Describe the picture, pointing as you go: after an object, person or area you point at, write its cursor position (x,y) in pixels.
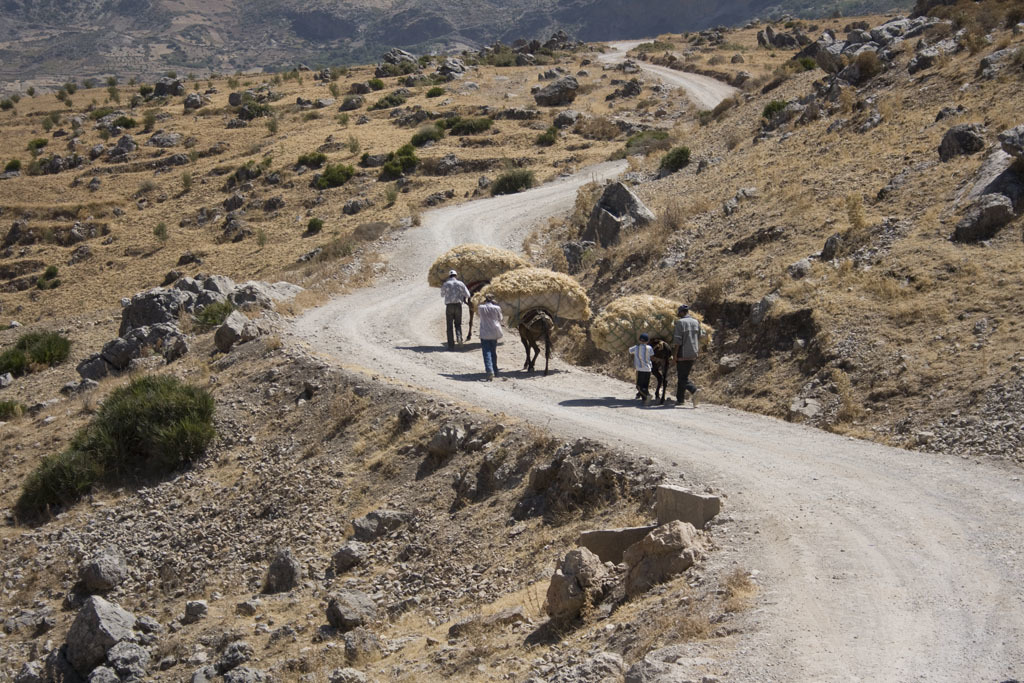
This image is clicked outside. There are bushes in this image. There are some persons (677,400) in the middle (675,377). There are some animals (663,398) in the middle (657,384). There is something on that animals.
